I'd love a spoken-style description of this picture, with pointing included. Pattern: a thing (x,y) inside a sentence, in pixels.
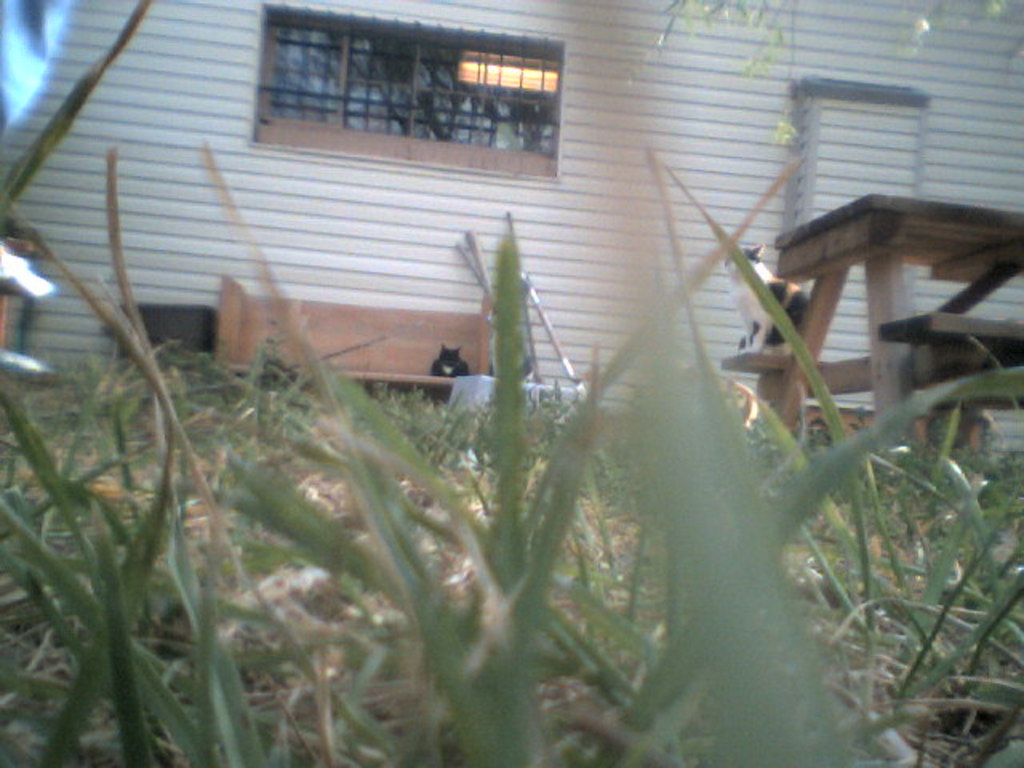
In the foreground of this image (601,580), at the bottom (565,618) there is a grass (834,408). On the right (762,338), there is a cat (755,308) on the table (897,281). In the background (461,370), it seems like there is a cat (441,355) on a bench (361,352), wall (158,73) and a window (392,87).
